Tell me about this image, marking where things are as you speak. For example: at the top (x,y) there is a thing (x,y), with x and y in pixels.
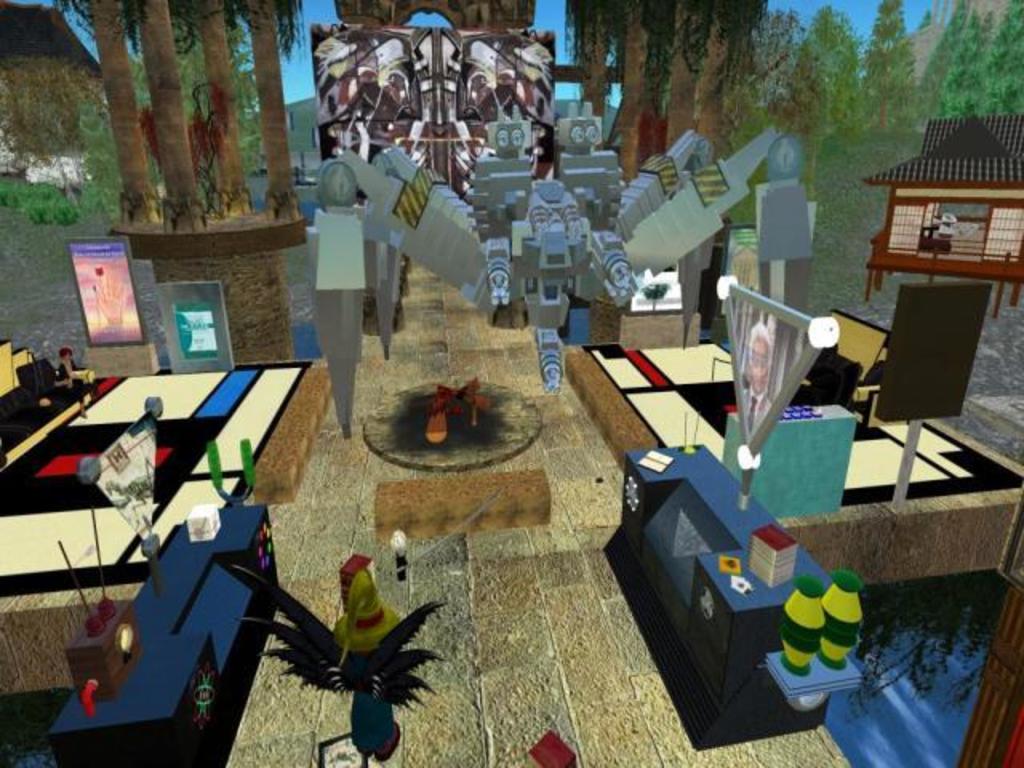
We can see animated picture, on the background (272,132) we can see trees (1011,43) and sky (832,1).
